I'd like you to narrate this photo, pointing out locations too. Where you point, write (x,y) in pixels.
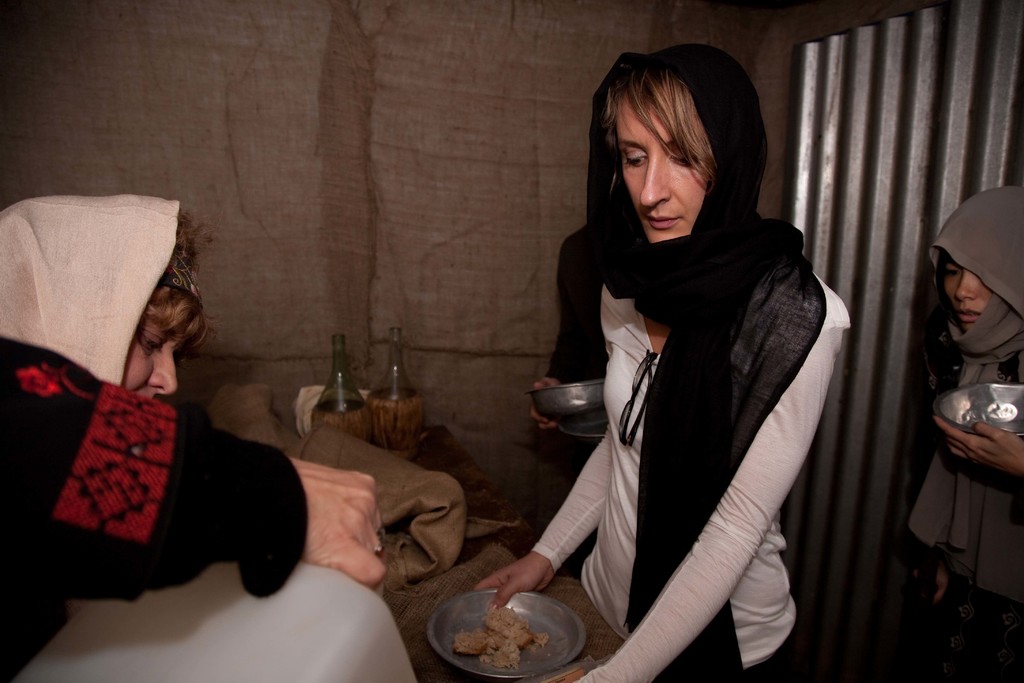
This image is taken from inside. In this image we can see there are a few people (603,485) standing and holding a dish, In front of them there is a table (451,543). On the table (427,549) there are some objects (407,458). On the left side (119,511) there is another lady (139,538) holding an object (285,598). In the background (285,165) there is a wall (929,102).
